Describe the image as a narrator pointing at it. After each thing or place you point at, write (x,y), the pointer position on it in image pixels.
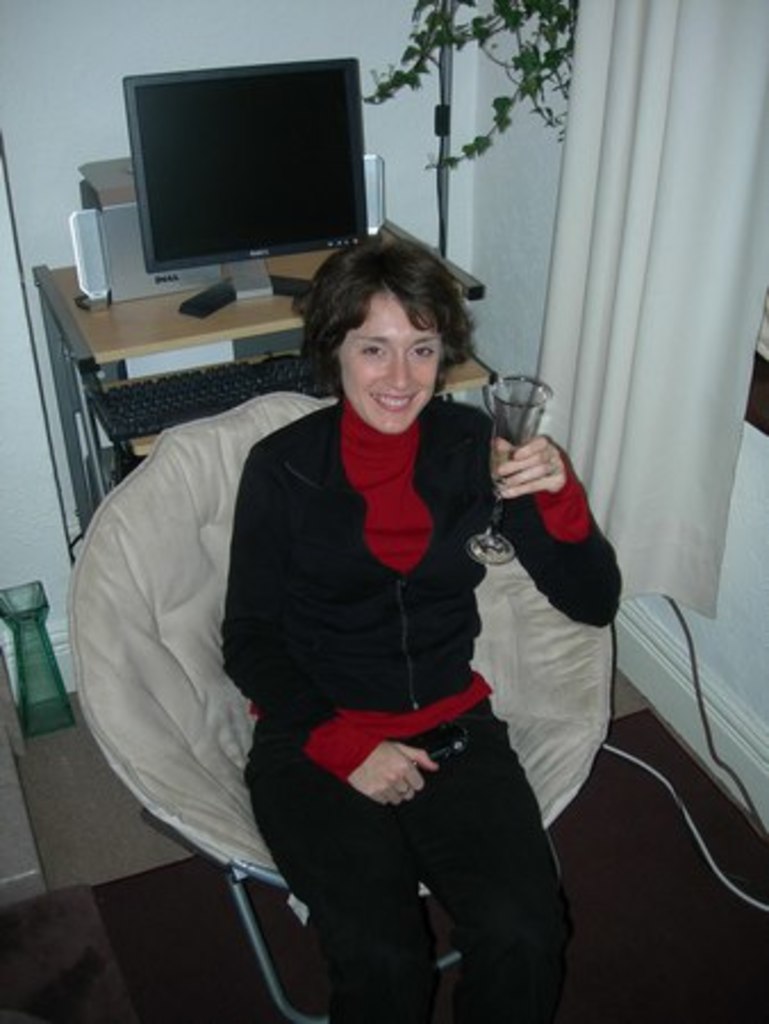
This woman (414,519) is highlighted in this picture. This woman (415,523) is sitting on a chair (136,658) and hold glass (495,505). On this table (183,319) there is a keyboard (216,373), monitor (188,223) and device (110,209). Floor (144,912) with carpet (157,920). This is a white curtain (644,245). This woman (387,392) wore black jacket (445,420) and holds smile.
